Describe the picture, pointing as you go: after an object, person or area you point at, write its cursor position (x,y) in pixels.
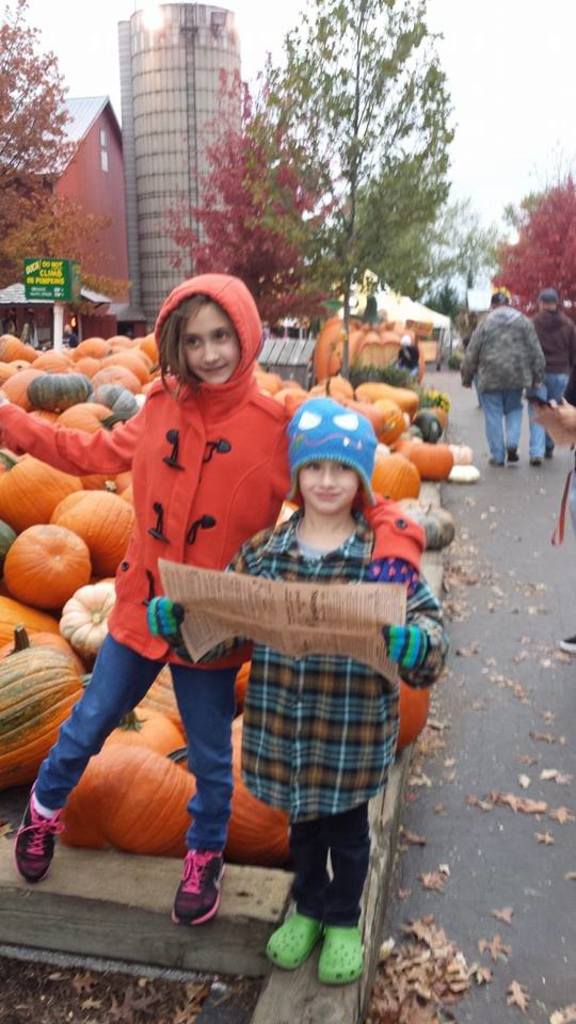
This image consists of two girls (215,537) standing in the front (281,669). The girl (251,670) wearing blue cap (346,420) is holding a newspaper (258,617). Behind them, there are pumpkins (39,513). At the bottom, there is a road (453,921). In the background (311,233), there are trees (232,206) along with a house (116,180) and a tank (126,180).
